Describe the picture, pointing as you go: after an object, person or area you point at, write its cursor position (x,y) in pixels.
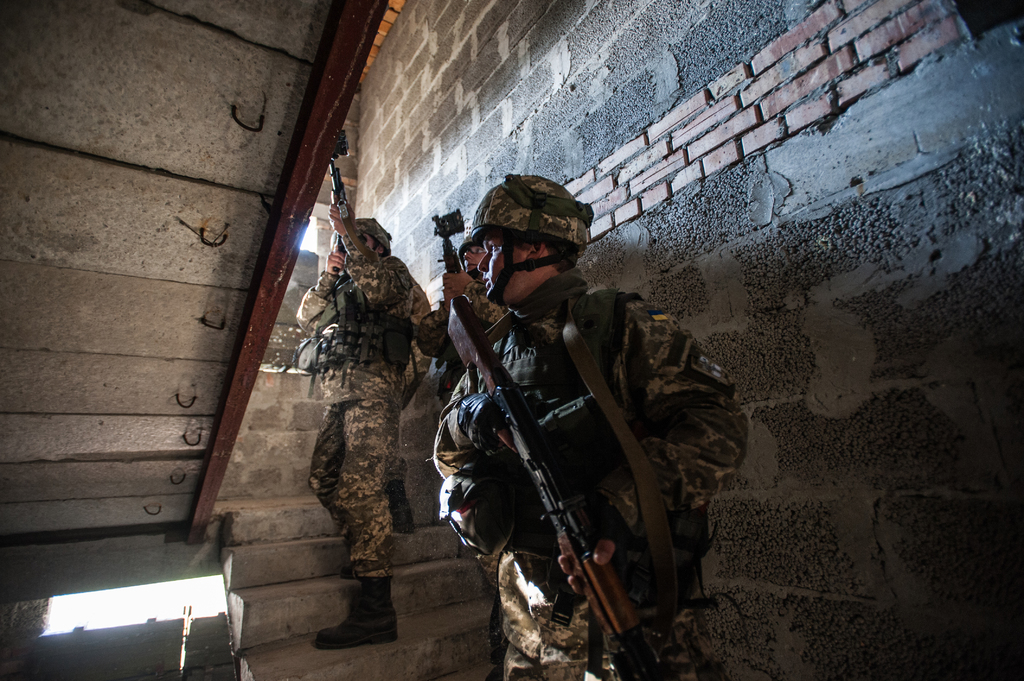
In this picture, we see three men (555,313) in the uniform (404,314) are holding rifles (571,518) in their hands (445,273). They are standing on the staircase (403,600). Behind them, we see a wall (887,203) which is made up of bricks (645,162). On the left side (210,322), we see a staircase (116,509). This picture might be clicked inside the building (159,419) which is under construction.
